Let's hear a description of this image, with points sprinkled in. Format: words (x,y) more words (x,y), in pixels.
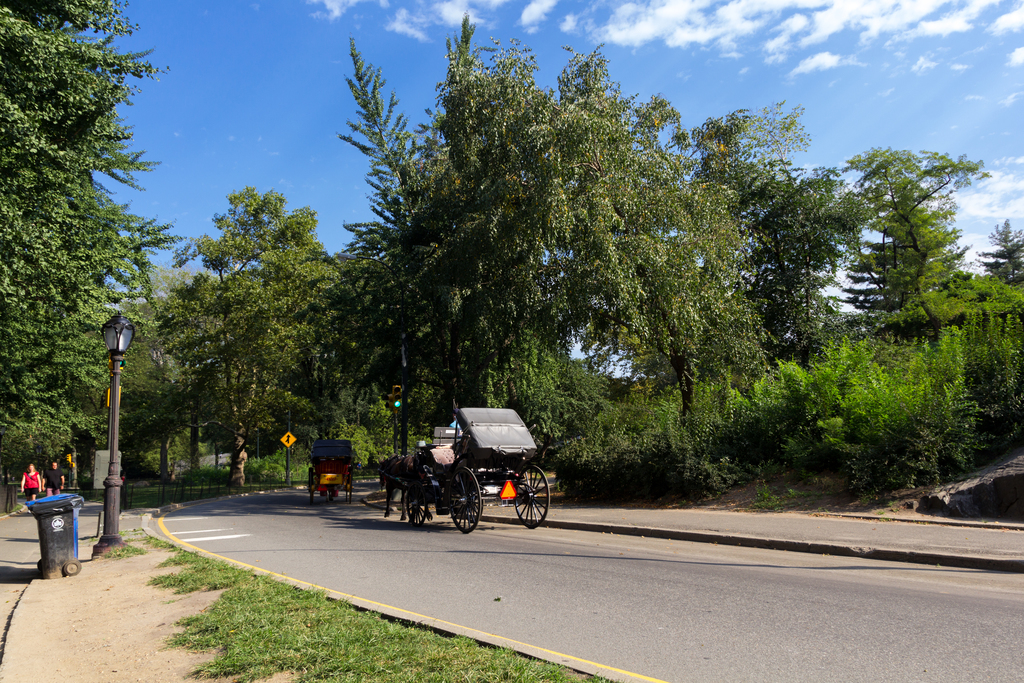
In the center of the image (472,442) there is a road (561,576) and we can see carts (473,495) on the road (497,551). In the background (141,346) there are trees (685,378). On the left (59,479) we can see people (46,486) walking. There is a pole (112,504). At the top (329,77) there is sky (329,77).
